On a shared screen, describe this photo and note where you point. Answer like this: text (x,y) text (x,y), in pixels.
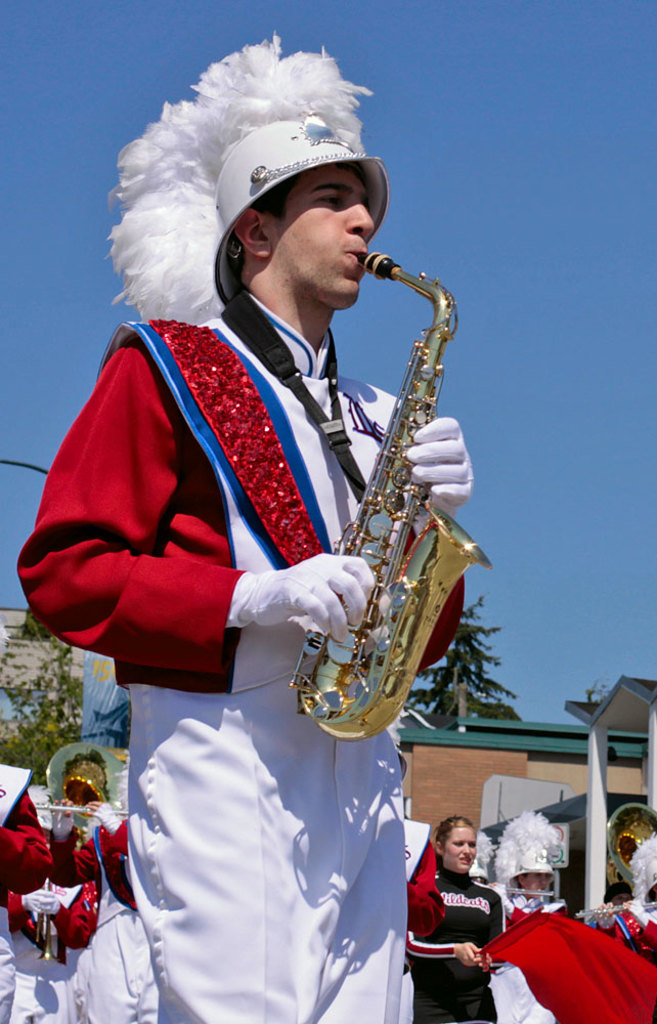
In this image there are so many group of people (442,948) standing and playing musical instruments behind them there is a buildings (626,777) and trees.
